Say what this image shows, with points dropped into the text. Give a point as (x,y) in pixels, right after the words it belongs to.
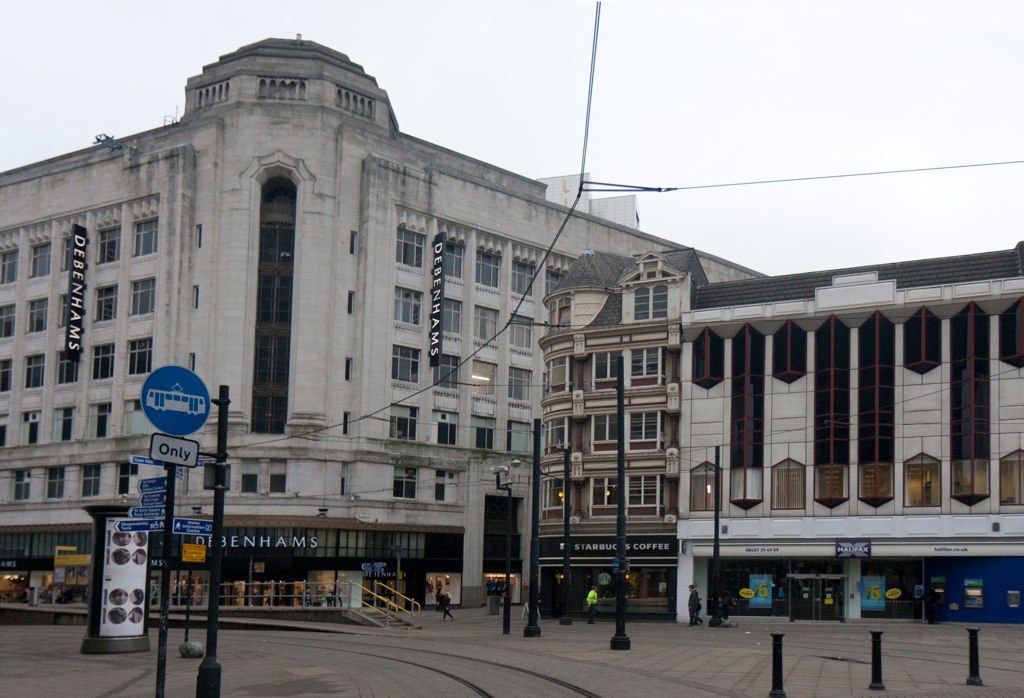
In this picture we can see the buildings (495,431), windows (779,337), boards (262,564), poles (712,604), stores (662,573), stairs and some persons (696,600). At the top of the image (720,95) we can see the sky (742,100) and wires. At the bottom of the image (527,648) we can see the road (514,648).
